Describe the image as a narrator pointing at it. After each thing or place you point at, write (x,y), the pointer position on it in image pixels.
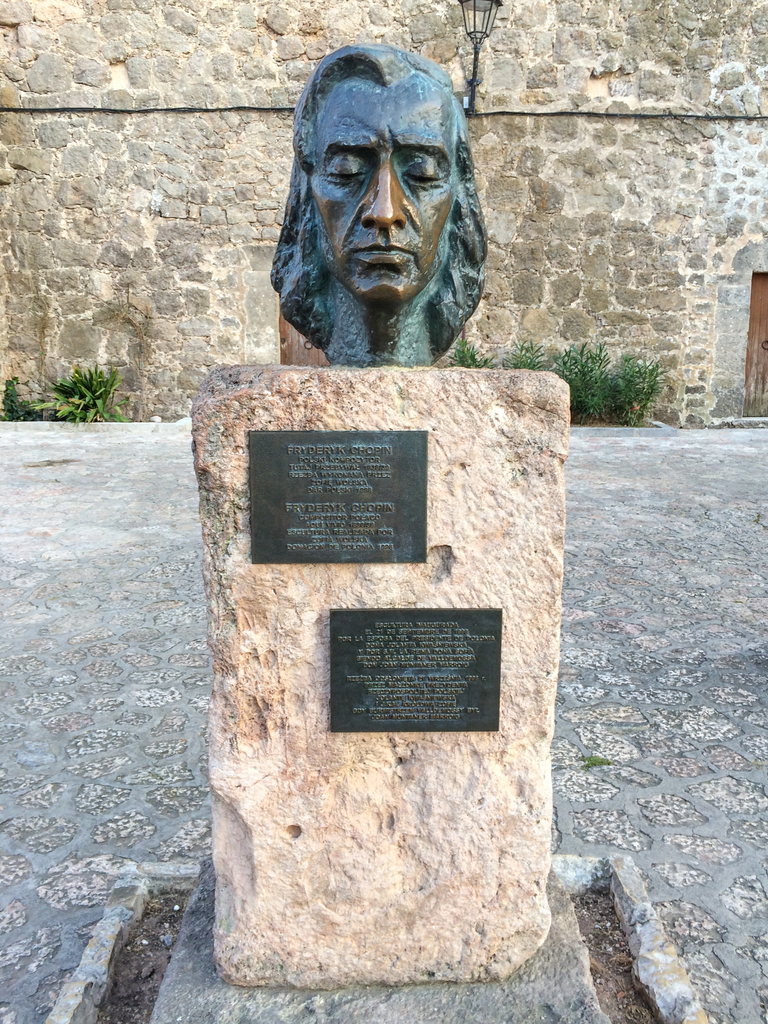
In the image there is a stone (381,583) with black objects (330,467). On the stone (309,423) there is a statue (435,219) of a person (438,313). Behind the stone (550,601) there is grass (602,370). And also there is a wall (485,84). On the right side of the image (759,307) there is a door (759,359).
